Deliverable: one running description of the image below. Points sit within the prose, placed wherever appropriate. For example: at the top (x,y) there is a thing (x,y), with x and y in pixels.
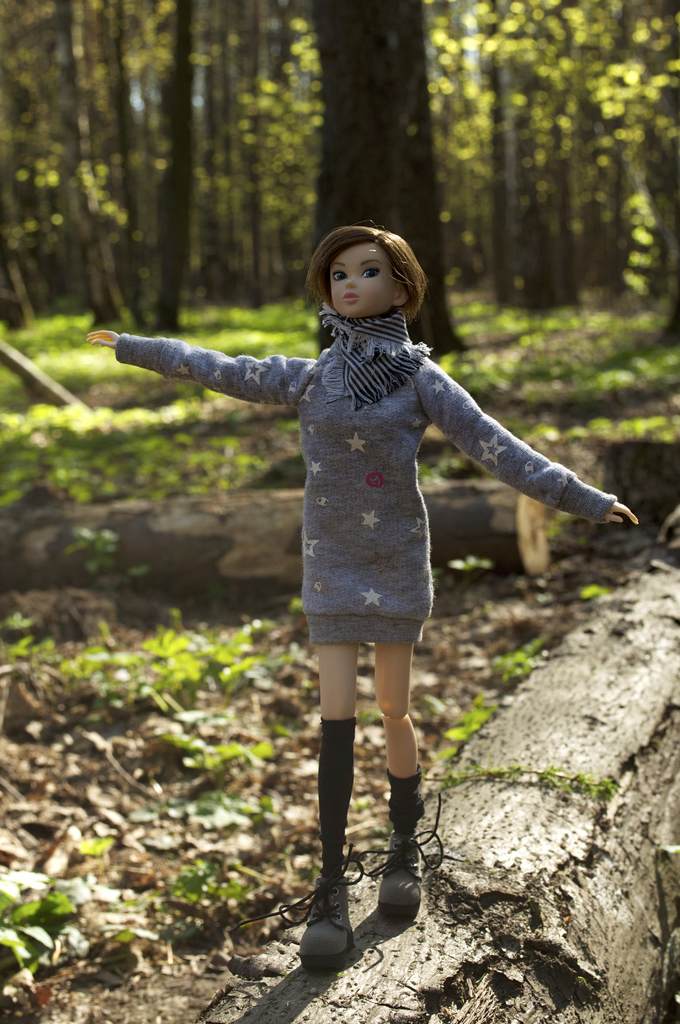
In this image we can see a doll (399,587) on a wood log (507,732). In the background (528,537), we can see some wood logs (235,531), group of trees (343,173) and some plants (211,805).
